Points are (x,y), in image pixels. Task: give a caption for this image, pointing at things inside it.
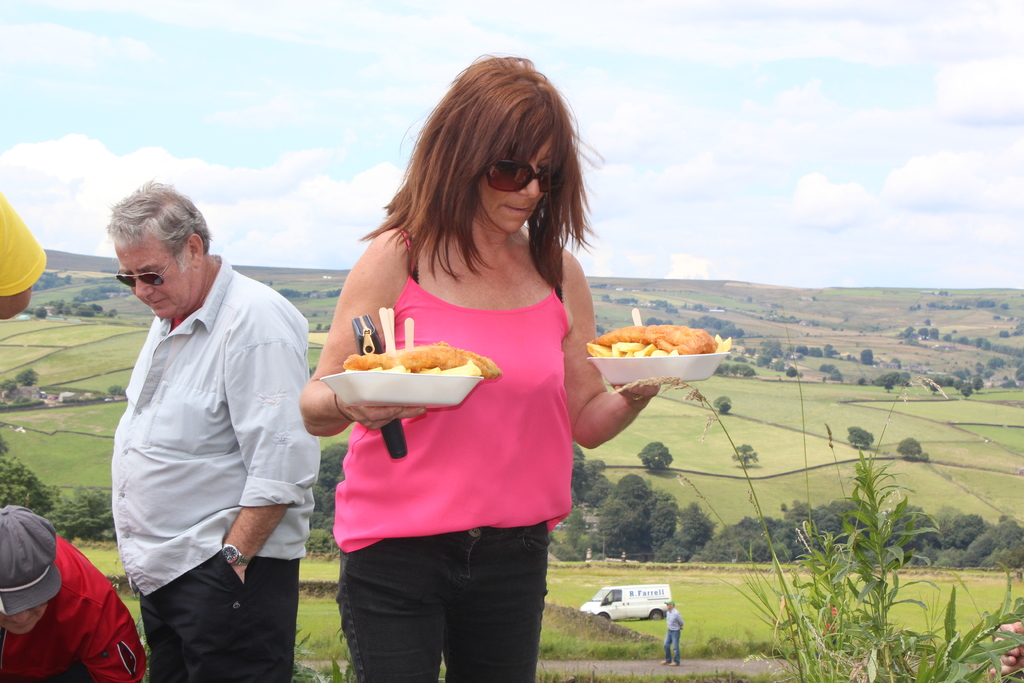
In this image we can see a woman (535,496) holding two bowls (428,403) with the food items (671,345) and there are few people (150,444) and we can see a person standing on the path (709,661) and there is a vehicle (639,593). We can see some trees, plants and grass (82,471) on the ground (47,289) and at the top (336,117) we can see the sky (336,117) with clouds (581,83).
